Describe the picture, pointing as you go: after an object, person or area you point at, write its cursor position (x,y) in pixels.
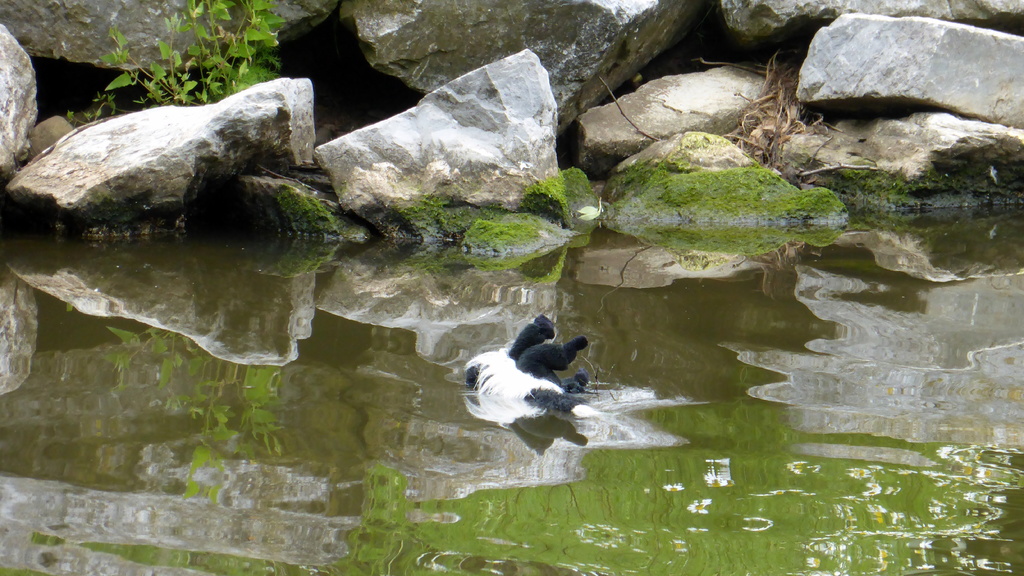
Here we can see an animal (500,394) and water (677,438). In the background (465,166) we can see a plant (212,62) and rocks (692,138).
